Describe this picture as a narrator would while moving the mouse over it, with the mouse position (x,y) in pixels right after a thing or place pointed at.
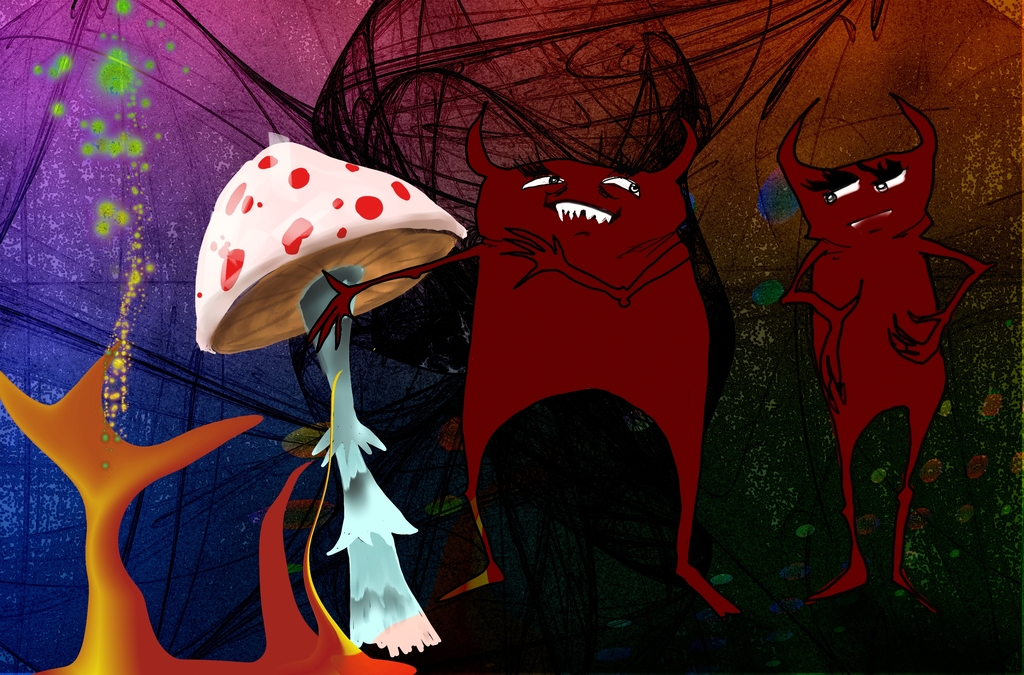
In the picture we can see the animated images of cartoon characters (536,260) and a mushroom (290,269).
